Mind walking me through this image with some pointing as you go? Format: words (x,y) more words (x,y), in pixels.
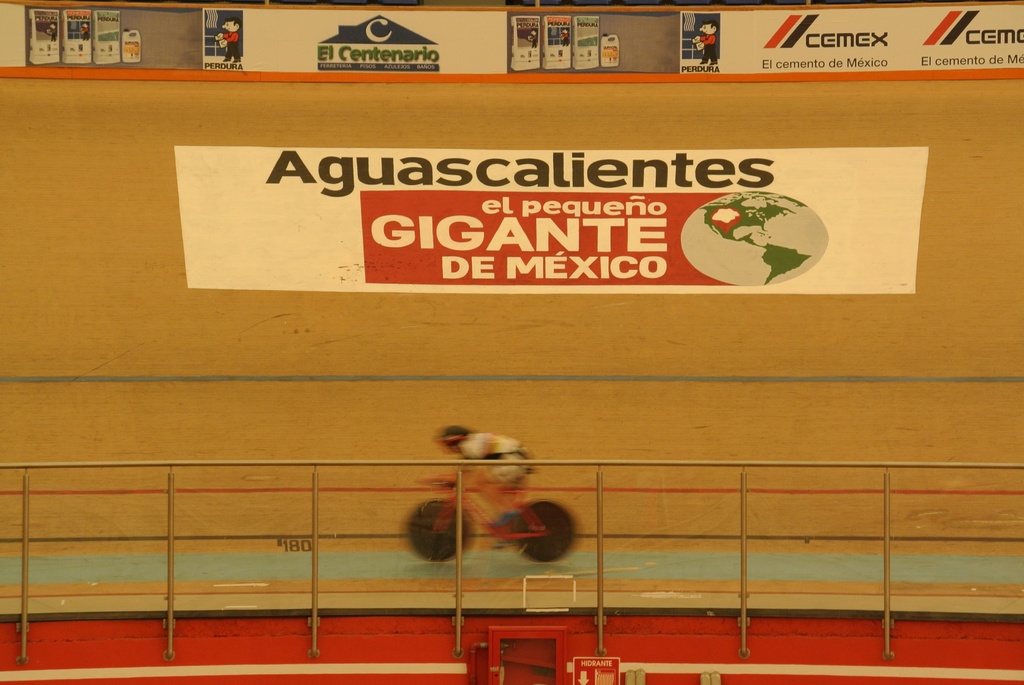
In the picture I can see a person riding a bicycle (446,532) on the curved surface (409,455). I can see the stainless steel glass fencing (171,483) at the bottom of the picture (464,481). I can see the painting (623,274) on the wooden curved surface (564,435). I can see the product advertising hoardings (403,29) at the top of the picture (836,30).
